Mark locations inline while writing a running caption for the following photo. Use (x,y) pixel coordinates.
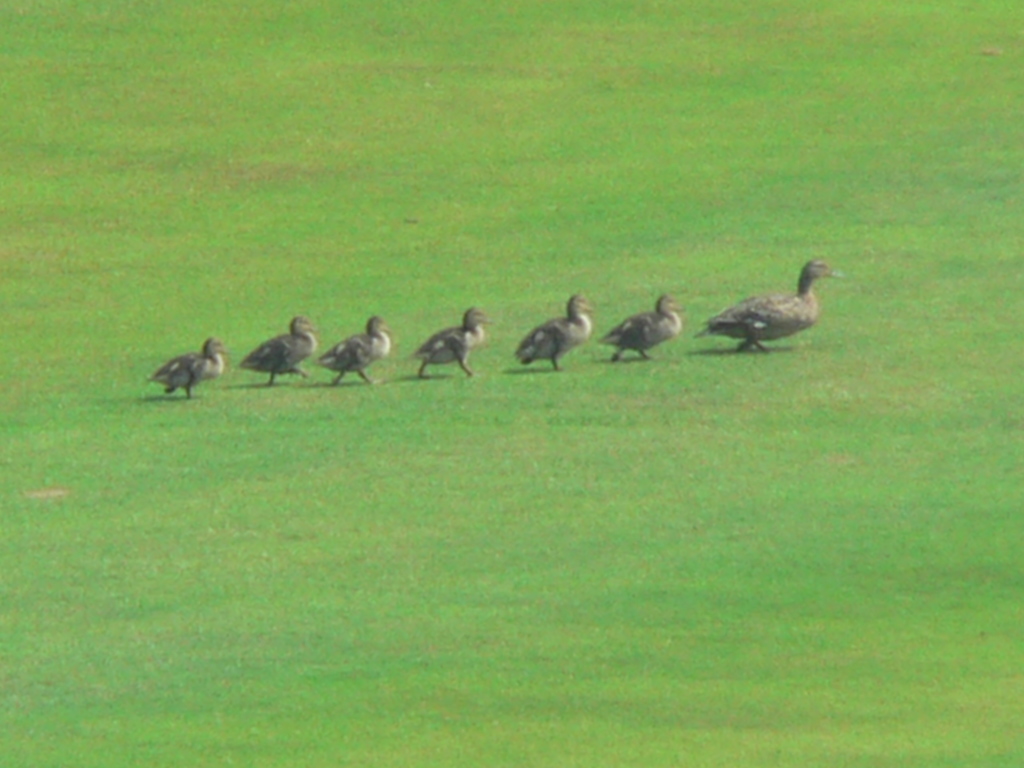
In this image we can see duck (723,322) and its babies (536,341). The land (591,566) is grassy.
